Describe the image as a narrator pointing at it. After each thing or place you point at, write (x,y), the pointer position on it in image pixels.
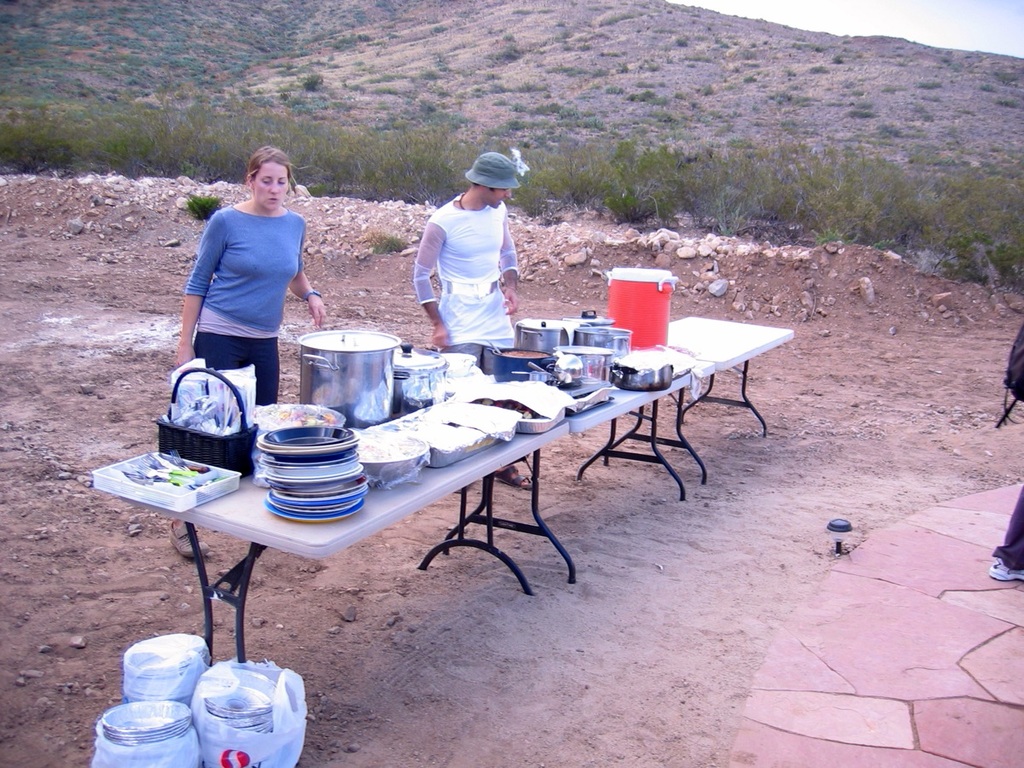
It is a hill station there are some cooking utensils (517,358) on the table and there are two people (509,316) beside the table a woman (209,243) and a man (507,308) both are looking at the table (565,419), in the background (620,198) there is a grass (340,170), stones (389,214), sand (353,254) and hills (511,80) and sky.
